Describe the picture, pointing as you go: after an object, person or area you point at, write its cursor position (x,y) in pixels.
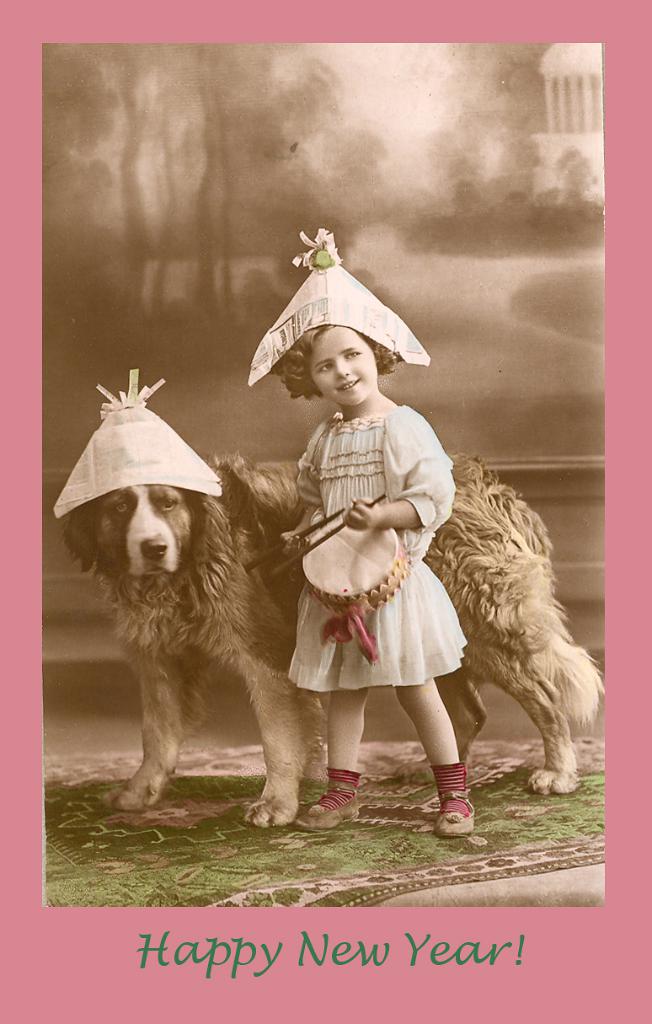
In this image we can see a card (326,753). In the card (277,716) there are the pictures (188,534) of a dog (216,522) and girl (359,418) standing on the carpet (383,795). At the bottom (375,944) we can see some text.
